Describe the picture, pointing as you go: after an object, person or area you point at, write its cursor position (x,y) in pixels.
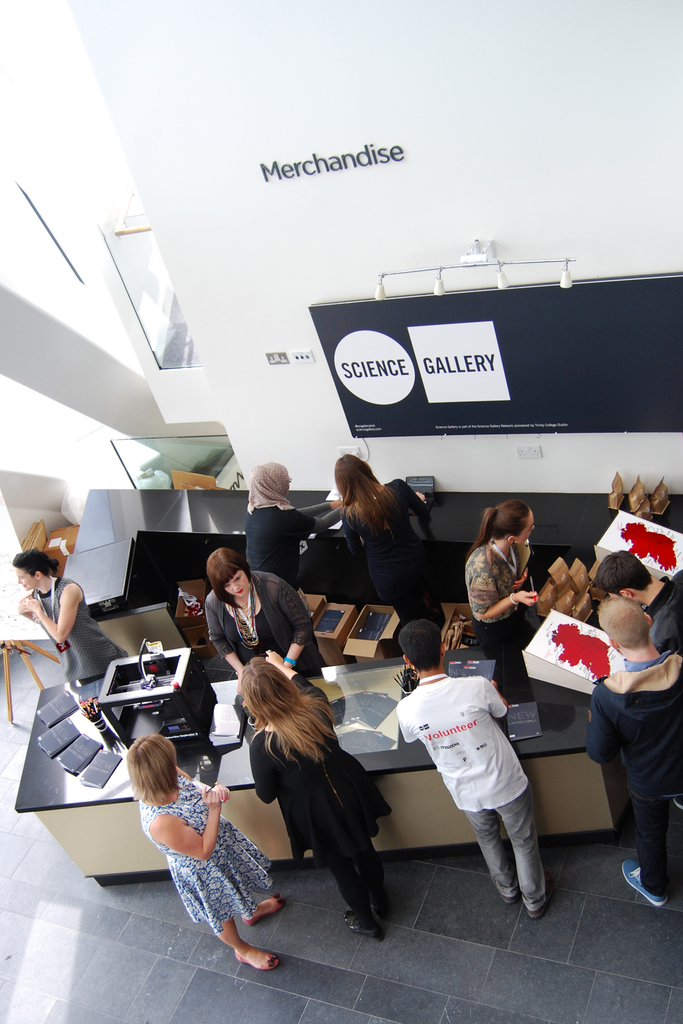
In the image we can see there are people (318,730) who are standing and it's a top view of a room (209,169).
